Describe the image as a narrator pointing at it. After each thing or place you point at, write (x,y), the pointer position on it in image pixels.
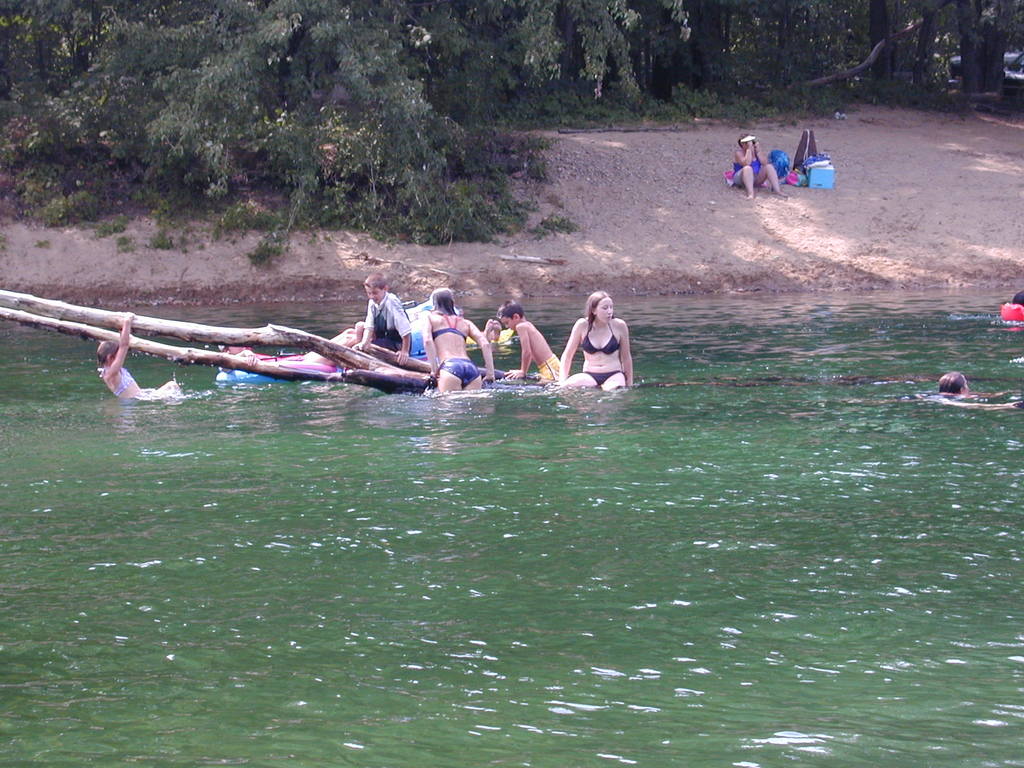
In the center of the image (482,333) some persons (471,335) are there in water (527,660). At the bottom of the image (533,669) water (565,640) is present. At the top of the image (514,55) we can see trees (550,70) and a lady (744,183) is sitting on ground (708,168) and some objects (796,159) are present. In the middle of the image (557,260) ground (903,220) is there.
